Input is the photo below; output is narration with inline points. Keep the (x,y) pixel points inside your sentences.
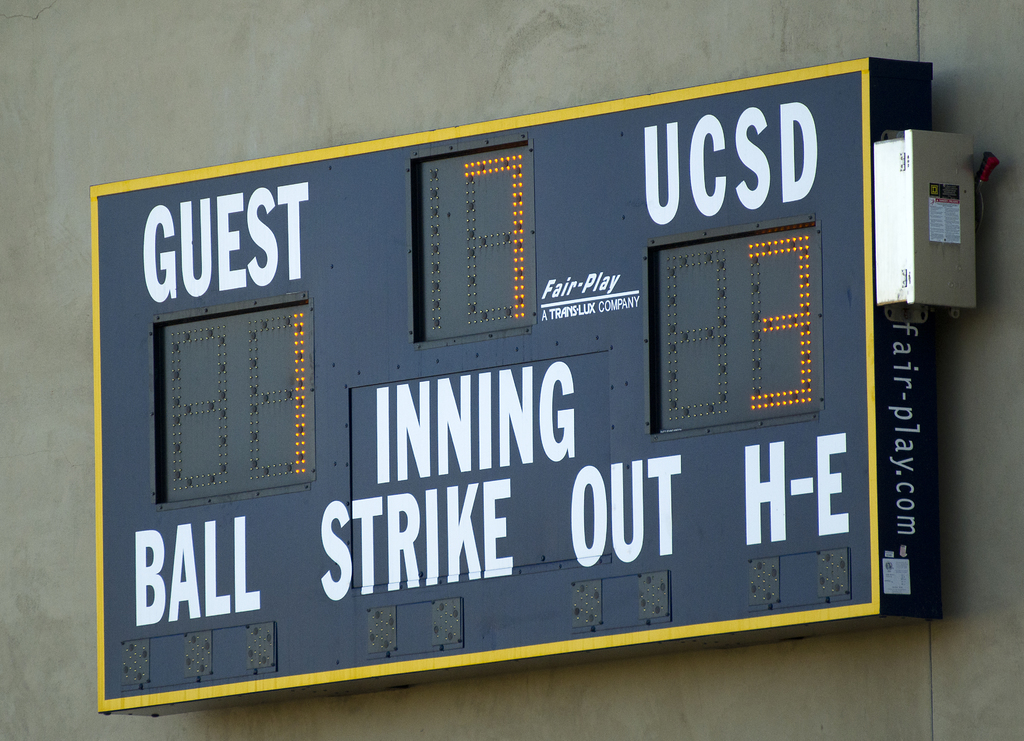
In this picture I can observe scoreboard (393,332) on the wall (1,123) in the middle of the picture (553,381). I can observe text (483,461) and LED lights (515,233) on the board (353,287).
